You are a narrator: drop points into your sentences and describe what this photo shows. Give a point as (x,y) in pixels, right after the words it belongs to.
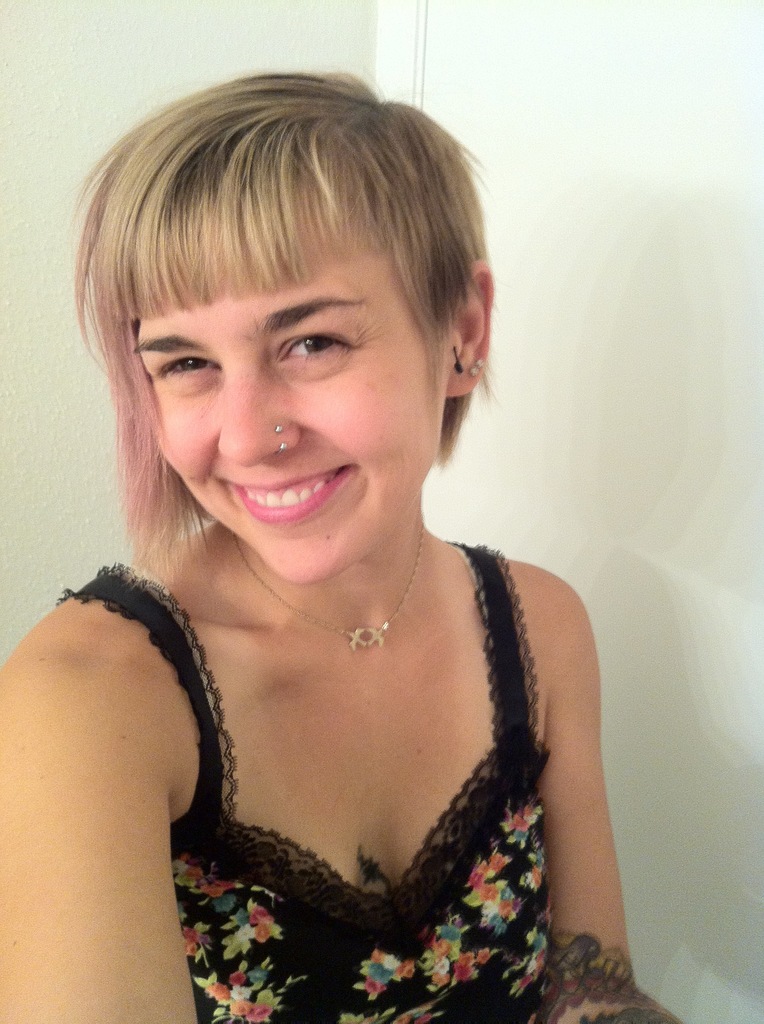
A person (317,520) is smiling wearing a black dress (444,837).
